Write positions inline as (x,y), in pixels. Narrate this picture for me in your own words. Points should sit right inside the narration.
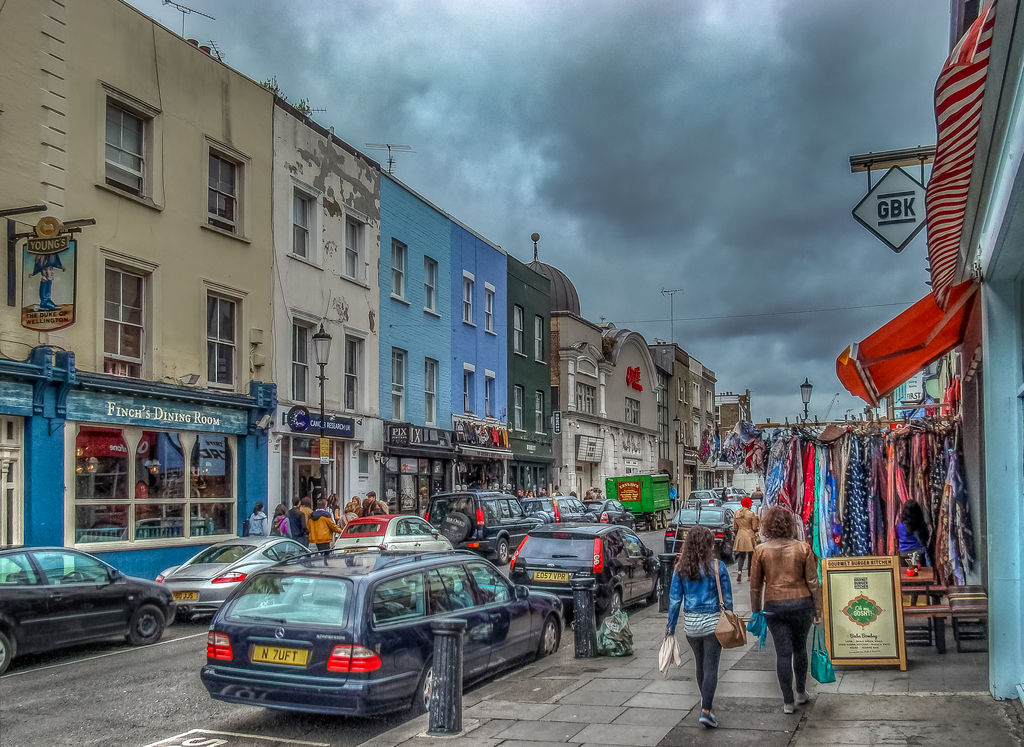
In the picture we can see a part of the path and on it we can see some people (712,655) are walking, wearing the bags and beside them, we can see a road (67,666) with some cars (153,609) are parked near the path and opposite side we can see the buildings (18,438) with windows (144,290) and in the background (750,163) we can see the sky (567,164) with clouds (567,164).
